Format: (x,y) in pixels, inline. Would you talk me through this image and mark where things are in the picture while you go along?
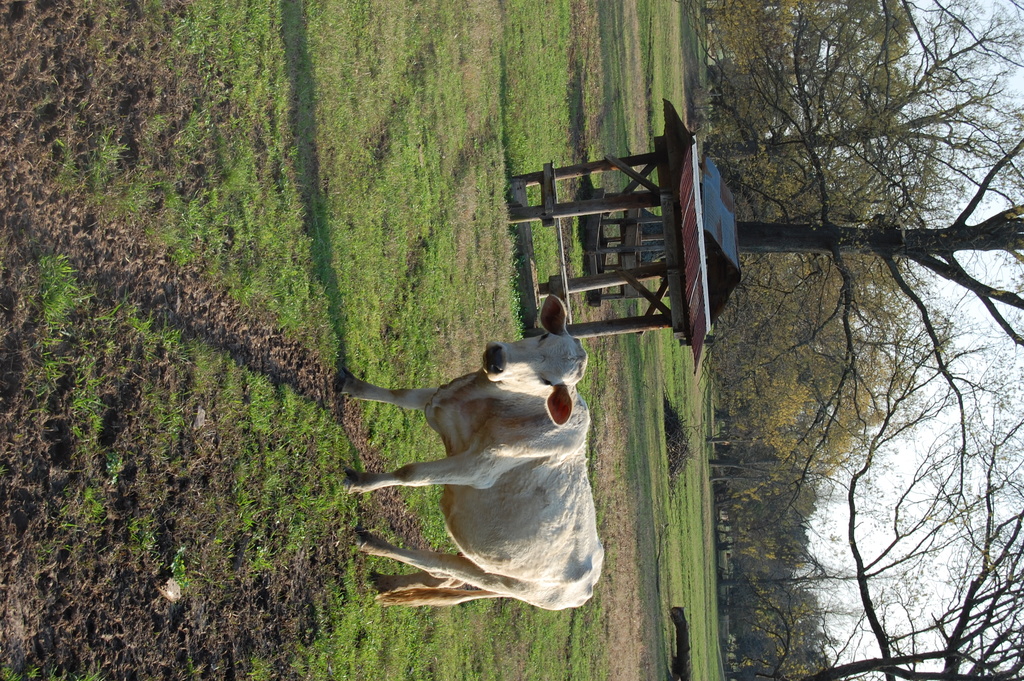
This image is taken outdoors. On the left side of the image (216,500) there is a ground (219,508) with grass (289,201) on it. On the right side of the image (931,348) there are many trees (763,560) and there is a sky (968,252). In the middle of the image (535,330) there is a cow (501,389) and a wooden shelter (604,254) on the ground (443,322).
